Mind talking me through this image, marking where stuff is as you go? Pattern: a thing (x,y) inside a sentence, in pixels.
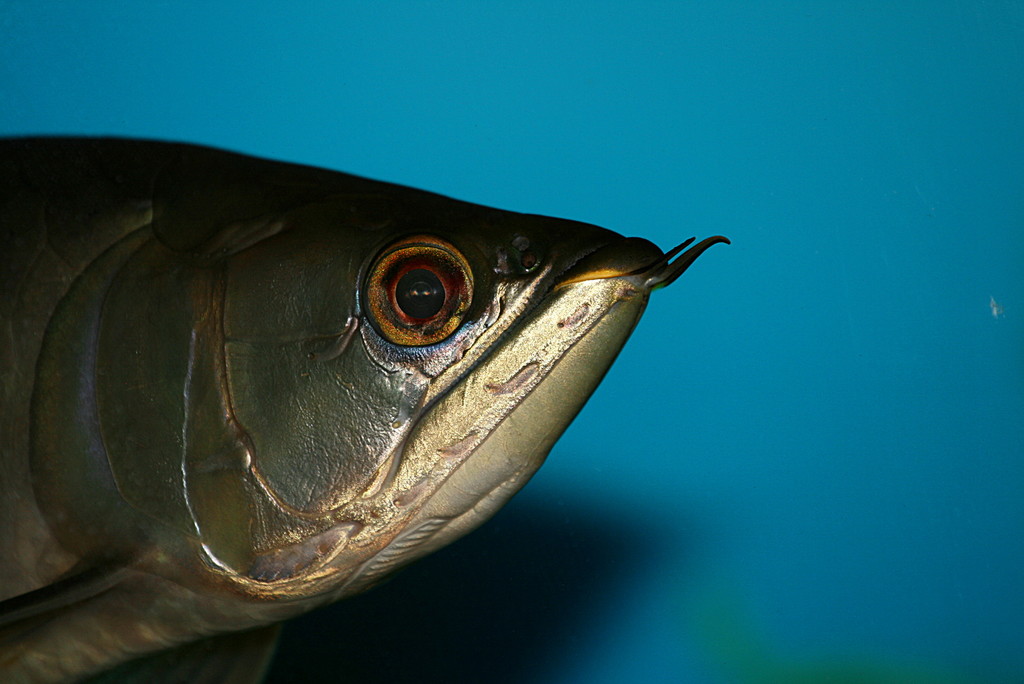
In the picture there is a fish (422,288) present, beside there is a wall (966,635).
